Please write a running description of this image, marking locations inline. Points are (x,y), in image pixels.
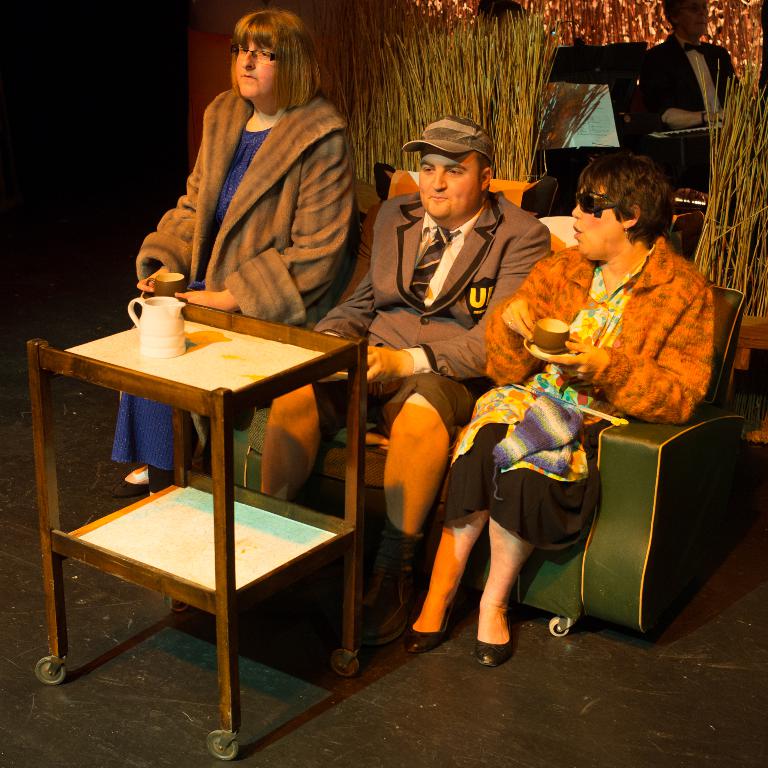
In this image i can see 3 persons (414,314) sitting on the couch (618,513) and holding cups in their hands (233,302), I can see a table (213,347) in front of them and a jar (164,347) on it. In the background (453,59) i can see a person (675,105) standing, a piece of paper (577,117) and few grass plants (455,78).
